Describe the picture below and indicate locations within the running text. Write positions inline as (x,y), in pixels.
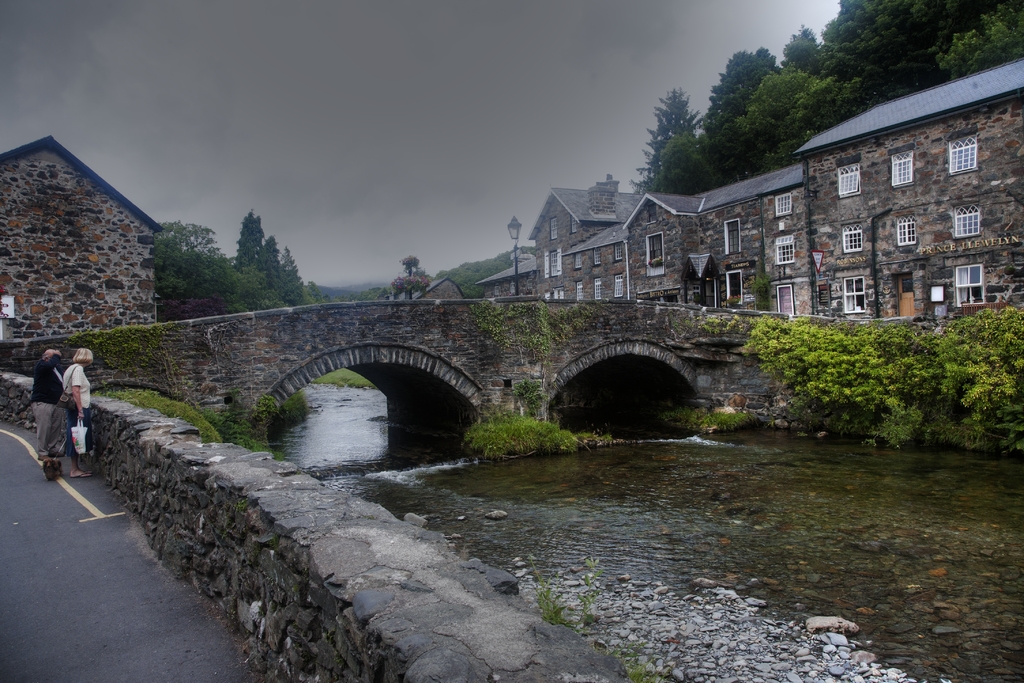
In the right side (802,500) water (541,475) is flowing. In the middle (534,314) there is a bridge (568,355), in the left side (54,357) few people (84,406) are standing and observing this. On the right side (831,103) there are houses (764,232) and trees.
